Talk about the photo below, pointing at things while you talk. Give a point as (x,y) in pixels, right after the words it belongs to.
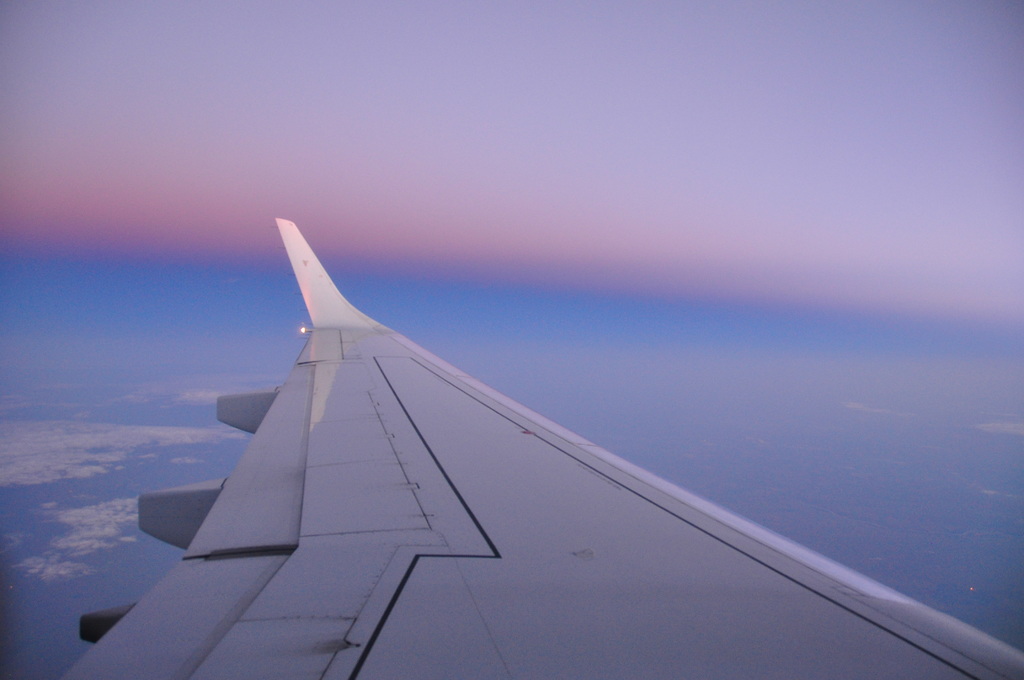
In this picture we can see an airplane wing (278,498) and in the background (391,144) we can see the sky (610,333).
